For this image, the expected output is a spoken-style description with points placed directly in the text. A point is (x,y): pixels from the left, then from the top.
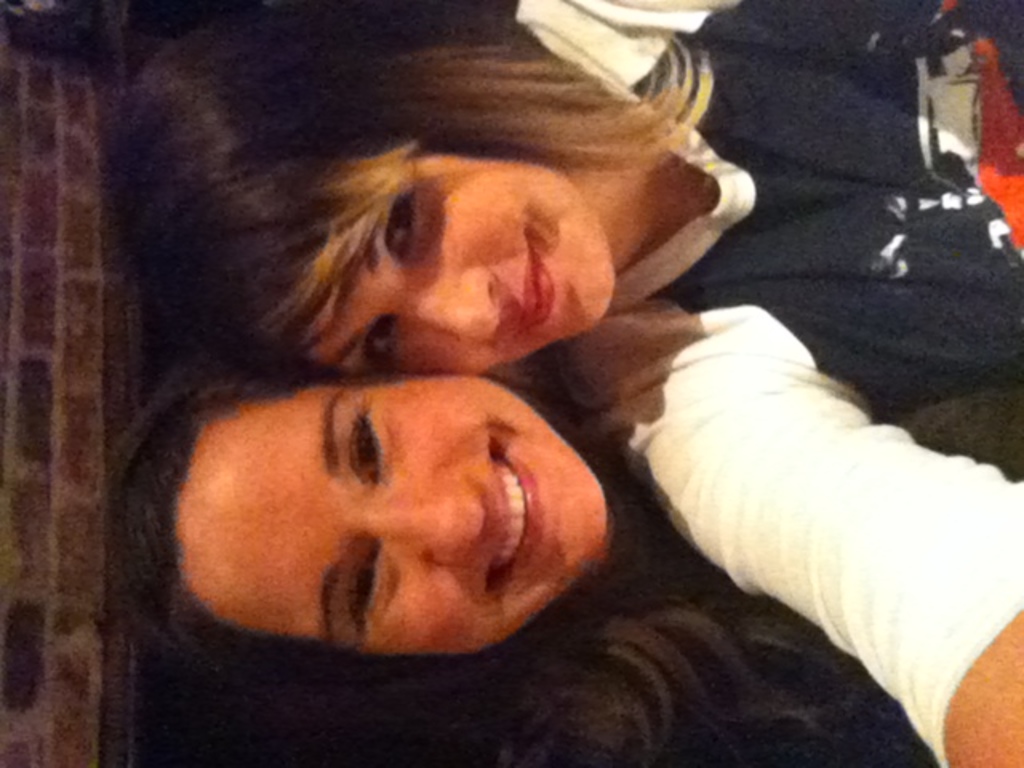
This image is in left direction. Here I can see two women (683,453), smiling and giving pose for the picture. On the left side (48,337) there is a wall (42,333).
